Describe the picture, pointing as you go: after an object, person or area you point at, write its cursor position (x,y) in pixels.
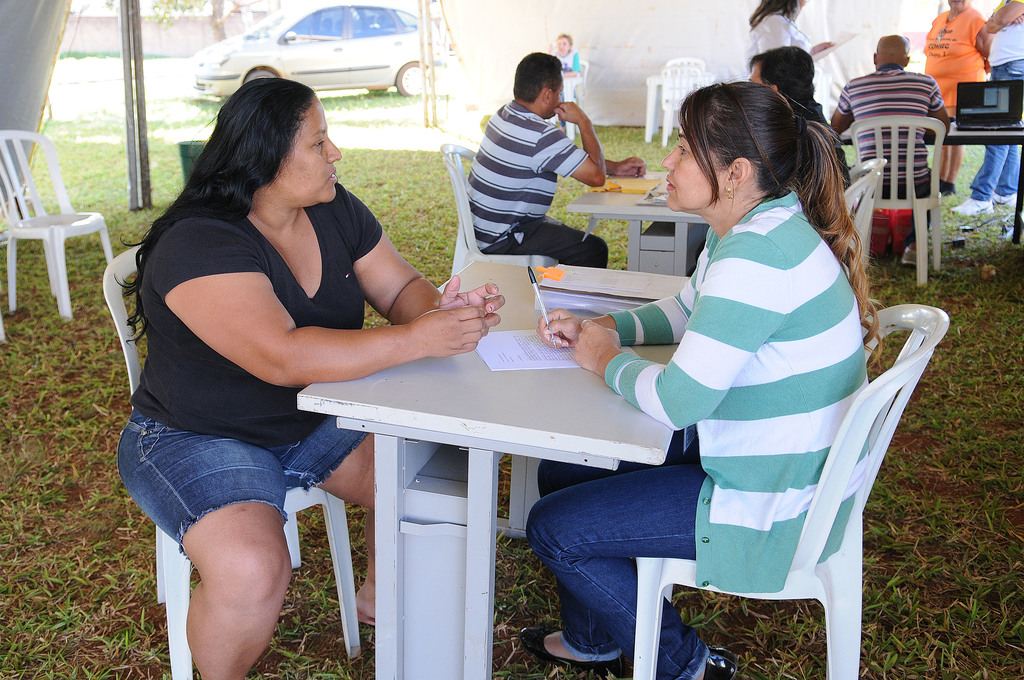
In this image there are 2 women (400,319) sitting in a chair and on table (463,368) there are paper (534,347), pen (548,319), book (584,284) and in back ground (586,177) there are group of people (482,211) sitting in chairs (913,164), and there are tables (663,234), laptop (982,87), group of people (946,80) standing near the tables (677,234), car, tent (42,13), grass (61,324), tree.
